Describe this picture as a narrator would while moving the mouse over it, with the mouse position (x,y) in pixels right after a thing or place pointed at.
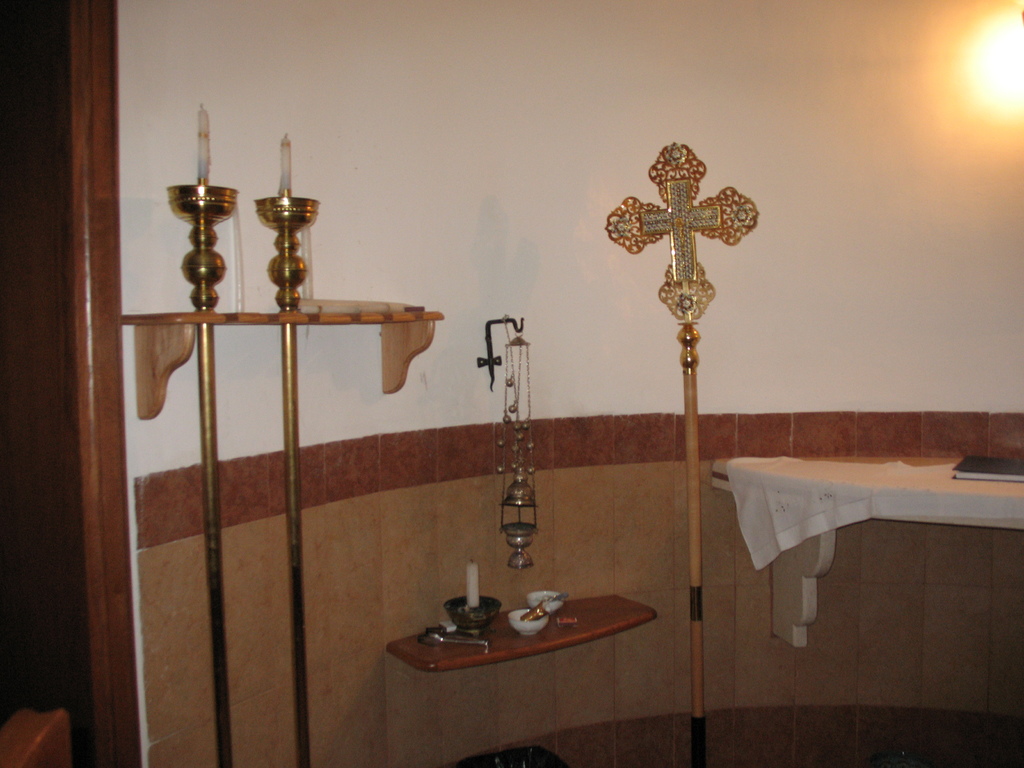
On the right side of the image (803,461) there is a wooden board (899,473) with white cloth (957,483) and a book (979,469) on it. Beside that there is a pole (672,307) with cross mark (684,298). There is a wooden board (522,647) with bowls (489,615), candles (469,590) and few other items (452,637) on it. On the wall (502,596) there is a hook (479,358) with something is hanging onto it. There are poles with candles (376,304). On the left side of the image (76,722) there is a room (31,674). In the top right corner of the image (1002,100) there is a light (981,75).
